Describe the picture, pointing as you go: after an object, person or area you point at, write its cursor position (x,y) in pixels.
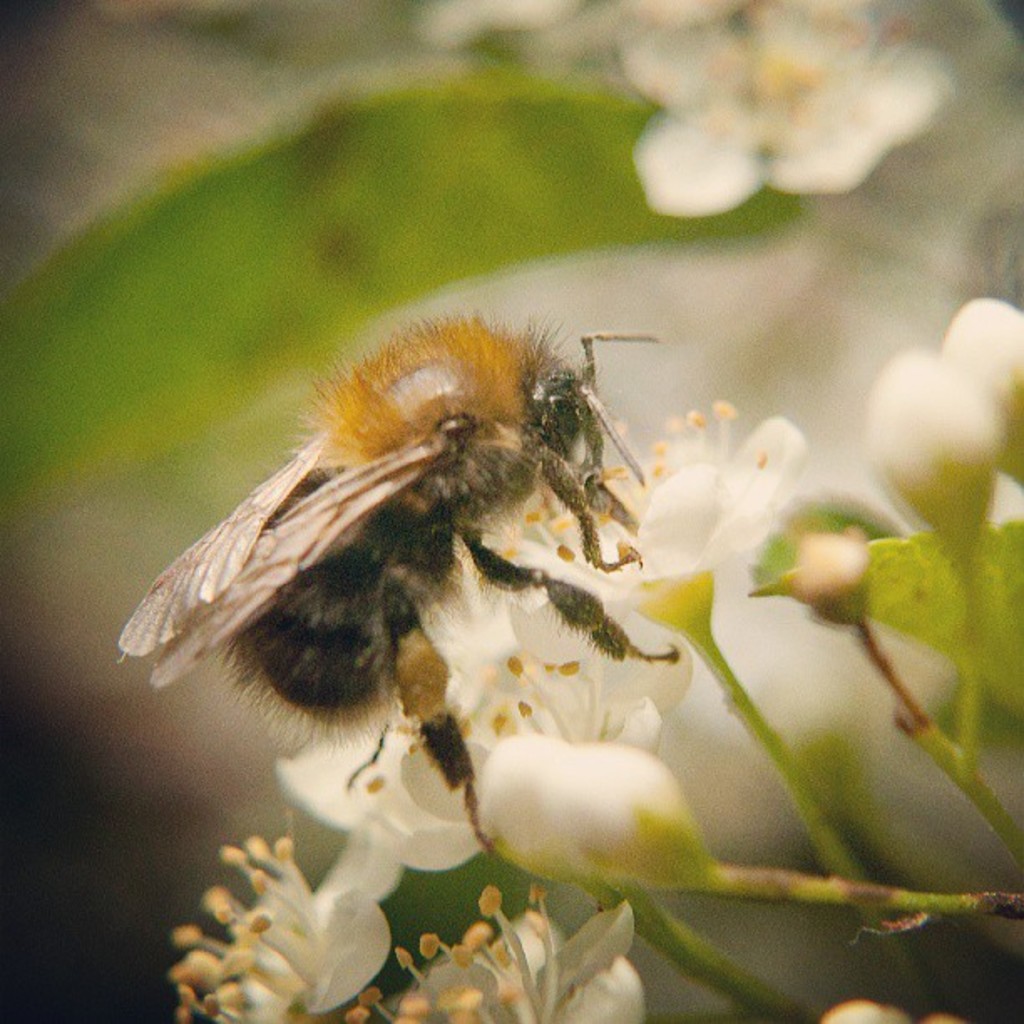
In this picture I can see there is a bee (415,670) on the flower (573,737) and there are some other plants (826,788) and some buds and there are some plants (400,227) in the backdrop (282,399).
